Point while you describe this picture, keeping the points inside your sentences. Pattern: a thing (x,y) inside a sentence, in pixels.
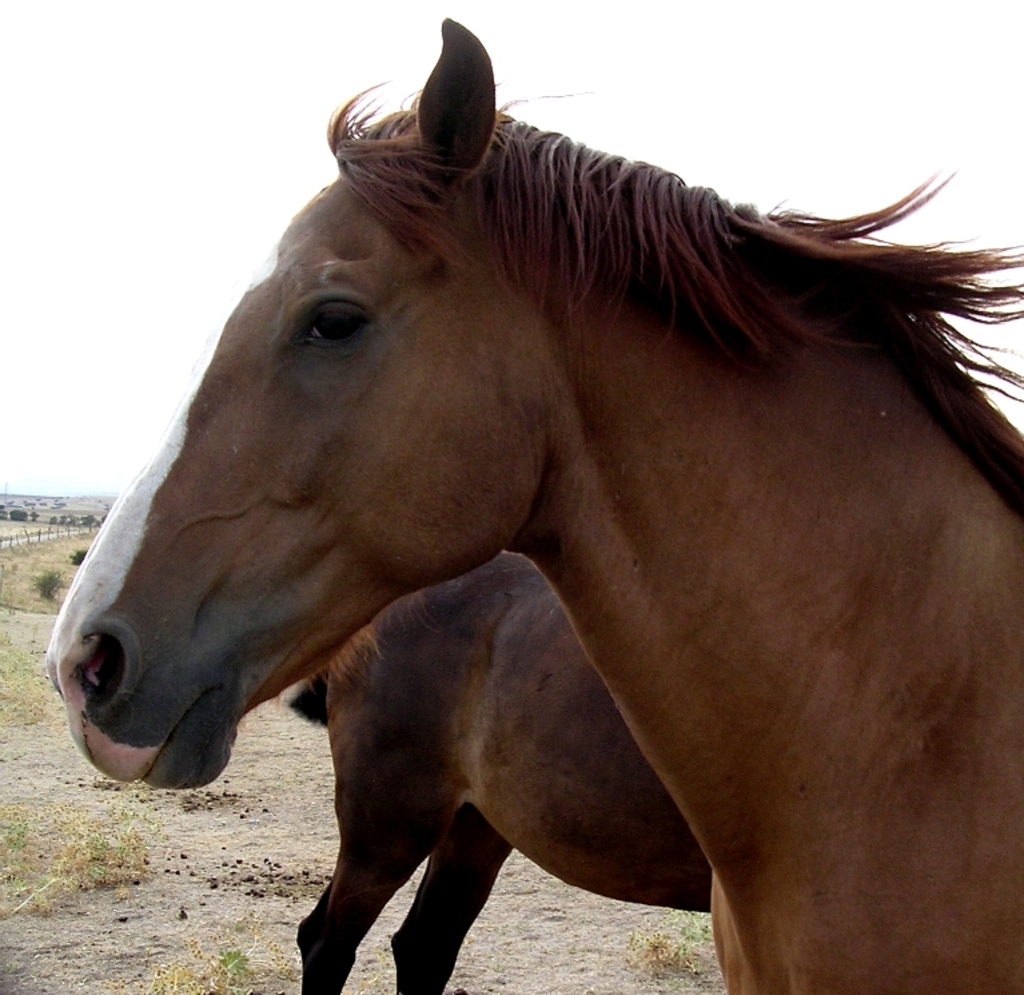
In this image there are two horses (662,691) present on the ground (145,908). In the background (108,144) sky (152,274) is visible.
